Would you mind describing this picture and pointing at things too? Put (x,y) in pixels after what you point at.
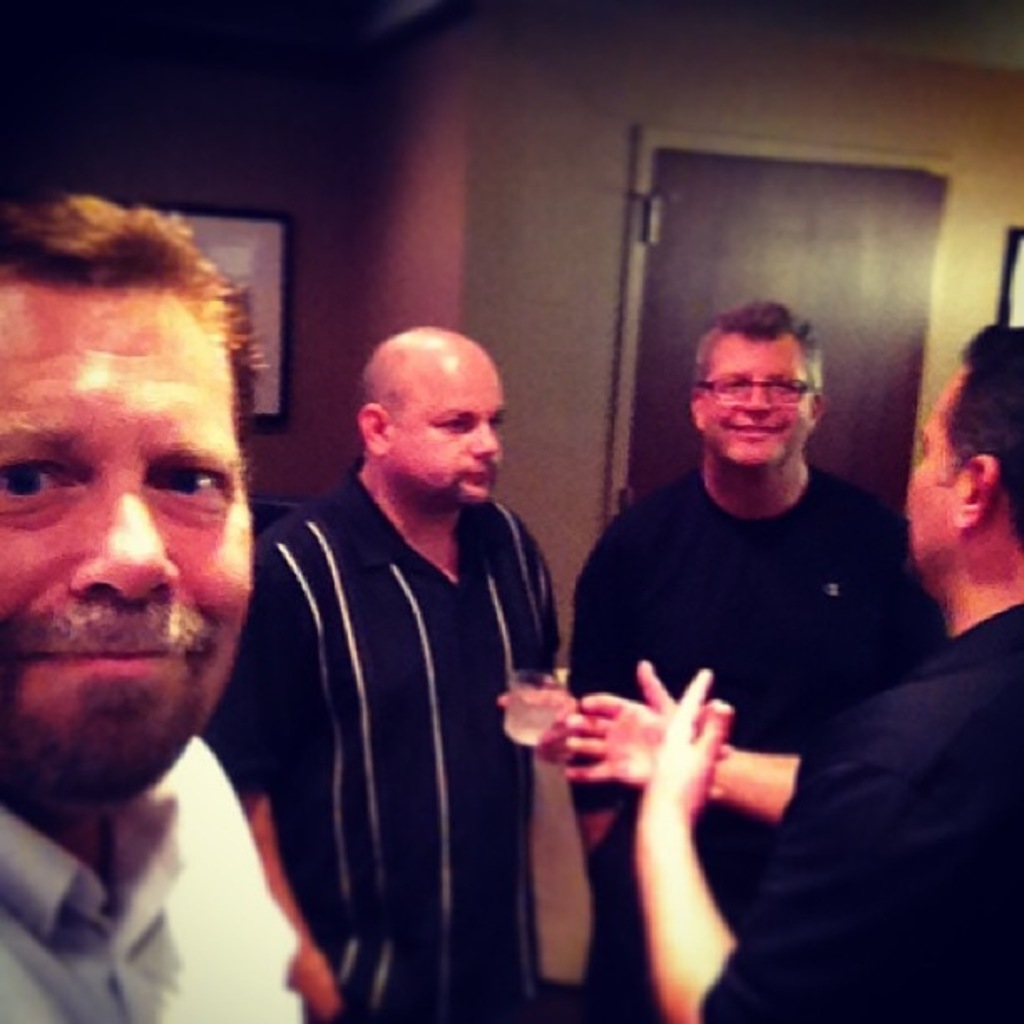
In this picture there are people (60,634). In the background of the image (554,194) we can see a frame (271,293) on the wall (387,177) and door (832,231).
